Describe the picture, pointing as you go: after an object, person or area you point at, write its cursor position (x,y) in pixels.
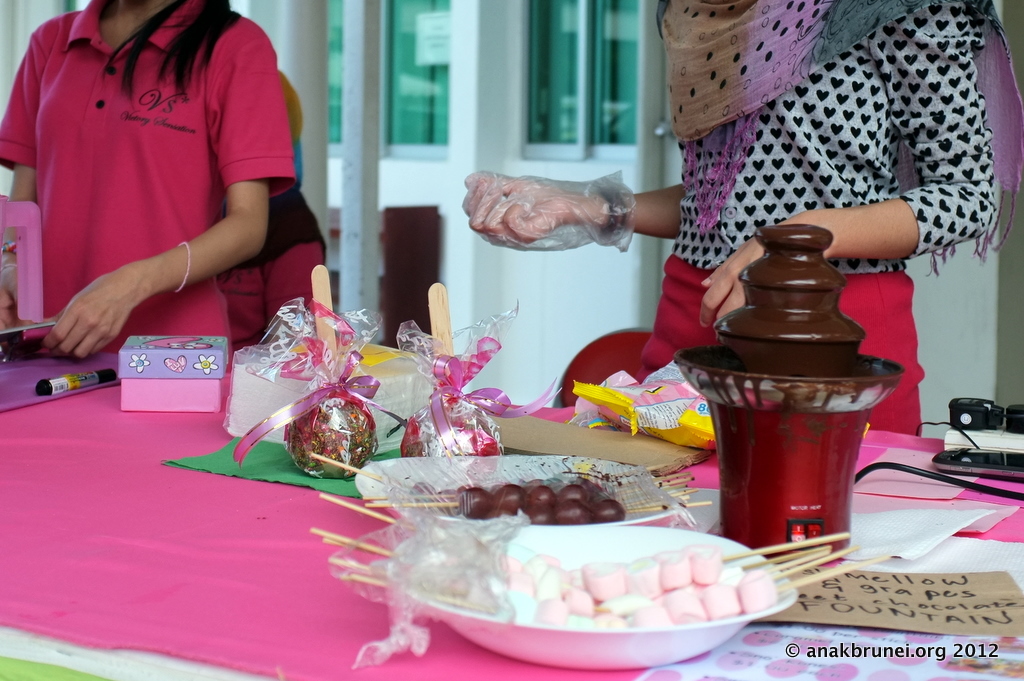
In this picture there is women (687,50) Standing and there is a table (1,601) in front of them with some food (620,607) and their gifts (437,394) and chocolate fountain (740,340) here.
